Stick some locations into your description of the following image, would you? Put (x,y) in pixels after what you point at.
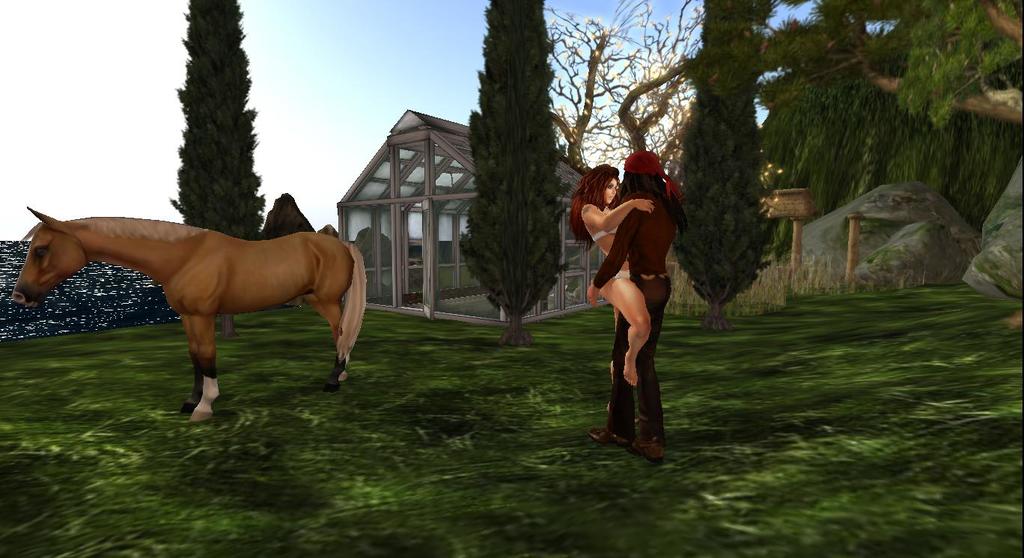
This is an animated image. In this image I can see two people (611,279). To the left (250,303) there is an animal (202,301) which is in brown color. In the back (365,238) there are many trees (508,239) and the house (449,253). To the right (885,272) there are rocks (860,235). In the background (291,81) I can see the sky (308,50).
